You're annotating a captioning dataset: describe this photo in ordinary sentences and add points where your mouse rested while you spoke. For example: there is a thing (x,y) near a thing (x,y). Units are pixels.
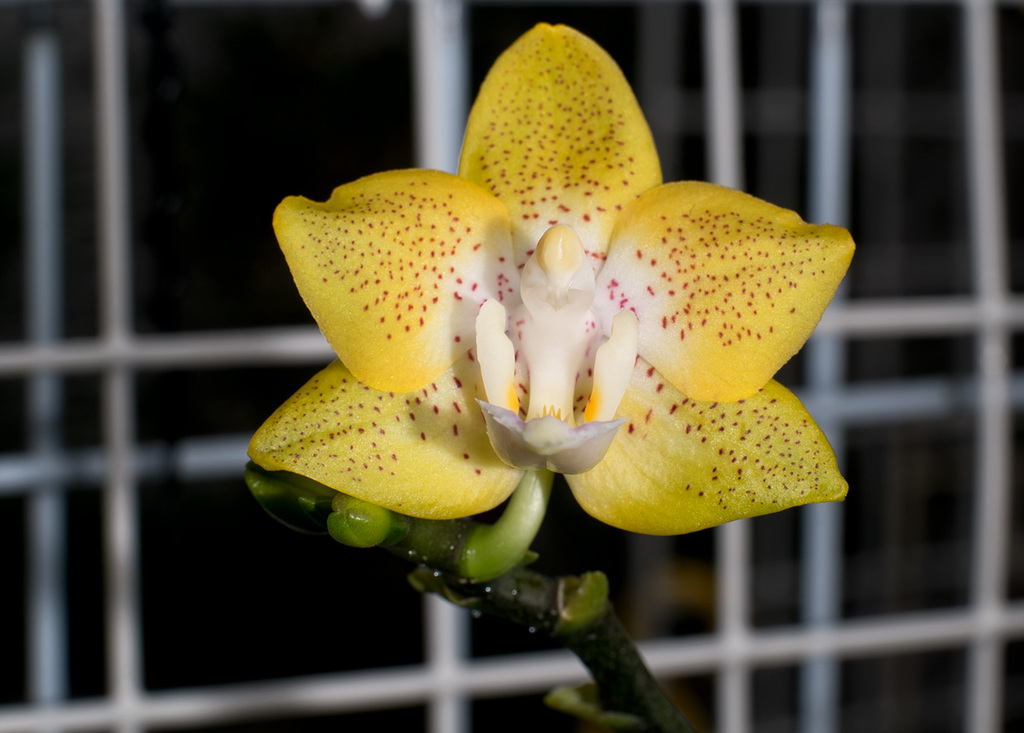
In this picture we can see the yellow color flower (721,341) in the front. Behind there is a white color window grill (823,46).
